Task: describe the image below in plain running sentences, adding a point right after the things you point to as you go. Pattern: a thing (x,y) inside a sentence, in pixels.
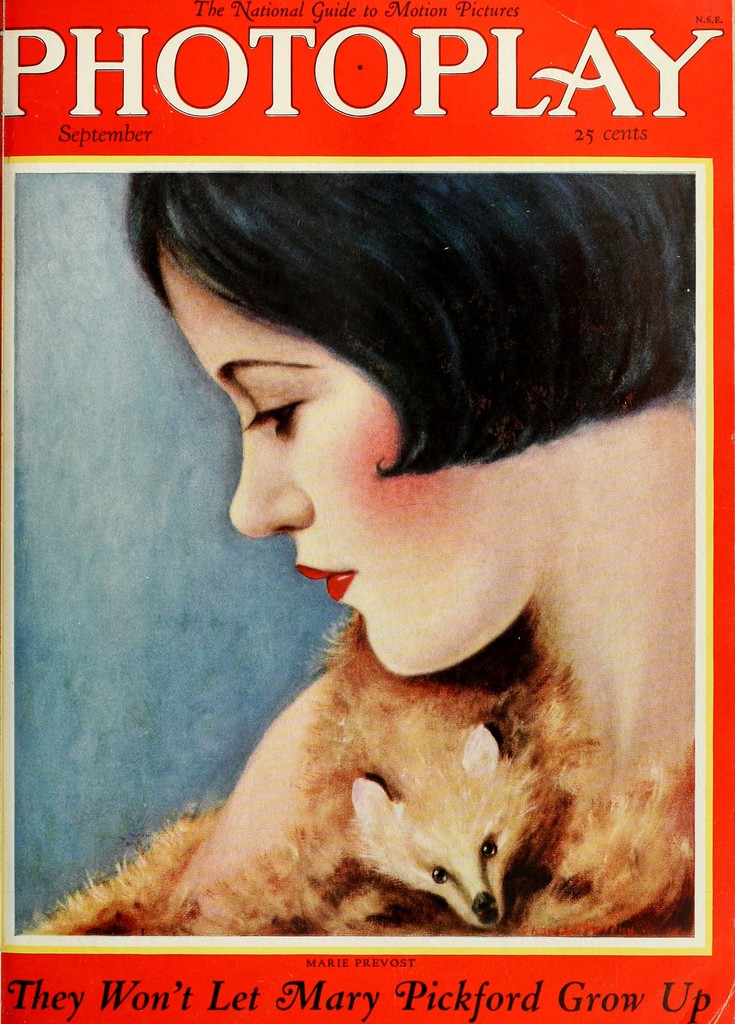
In this image I can see depiction picture of a woman (246,494) and of an animal (322,799). I can also see something is written on the top (325,4) and on the bottom side of this image (416,999).
